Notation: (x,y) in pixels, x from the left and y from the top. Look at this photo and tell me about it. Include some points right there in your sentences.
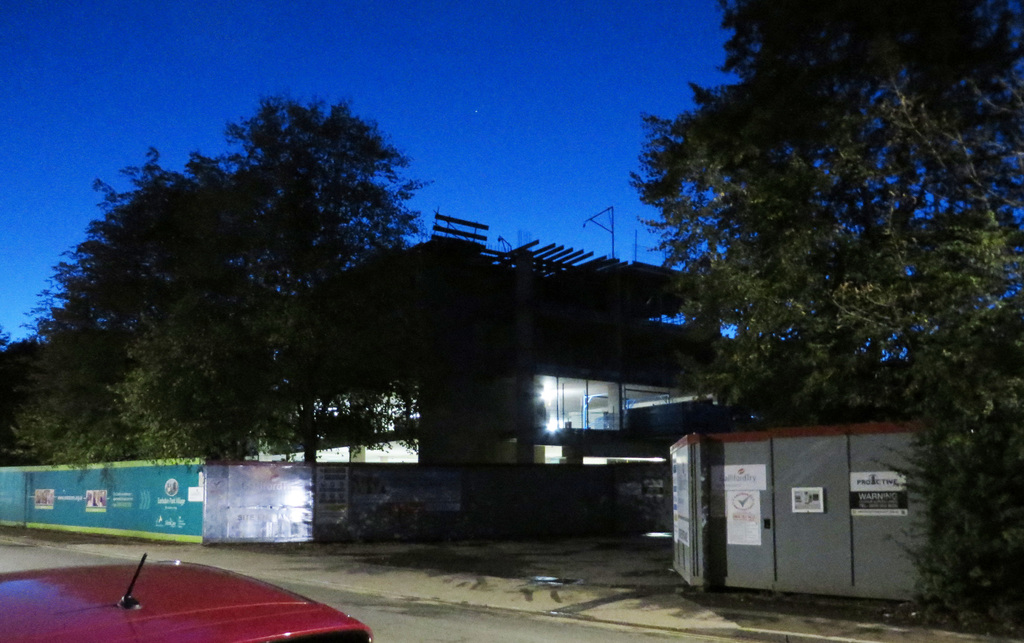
At the bottom of the image (140,605), we can see the part of a car (148,583). In the background (705,384), we can see the sky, trees (705,384), lights (548,430), one building (674,417), road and compound wall (599,513). And we can see posts (856,509) on the wall (556,472).
